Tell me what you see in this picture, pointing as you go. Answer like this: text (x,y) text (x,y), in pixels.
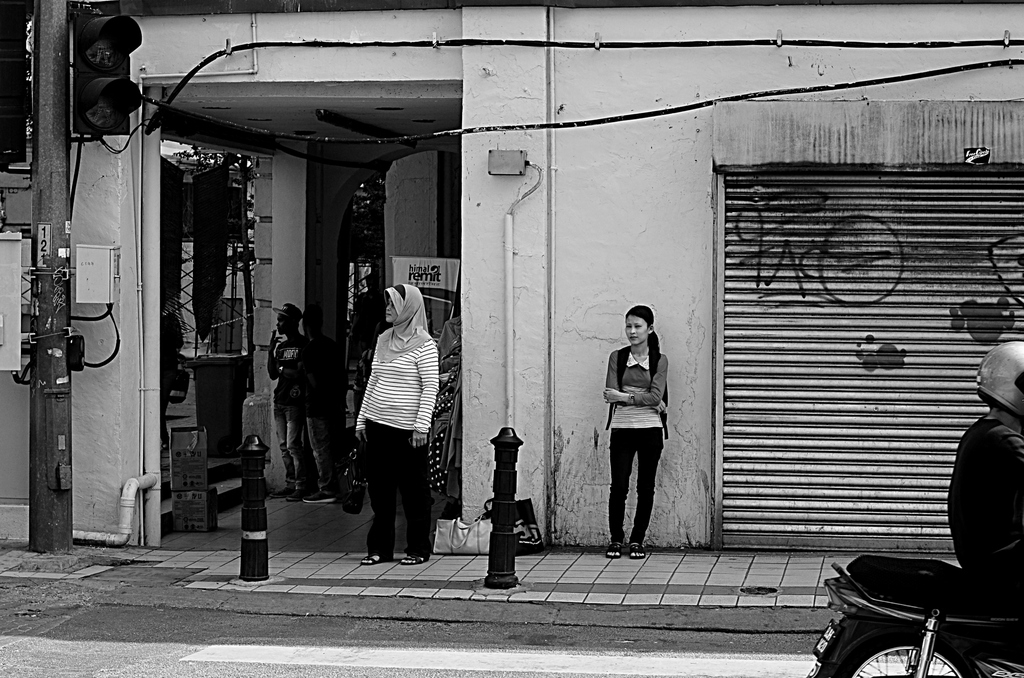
This is a black and white image. In the middle of the image (380,368) there are two women (635,427) standing on the footpath (441,574). At the bottom (322,657) there is a road (727,643). On the right side (969,519) there is a person (978,554) riding the motorcycle (923,608) towards the right side (1006,560). On the left side (61,340) there is traffic signal pole (57,271). Beside the road (153,619) there is a building (937,141) along with the pillars (267,277) and a shutter (830,288). There is a person (284,366) standing beside the pillar (277,298) and there are few objects (216,302).
